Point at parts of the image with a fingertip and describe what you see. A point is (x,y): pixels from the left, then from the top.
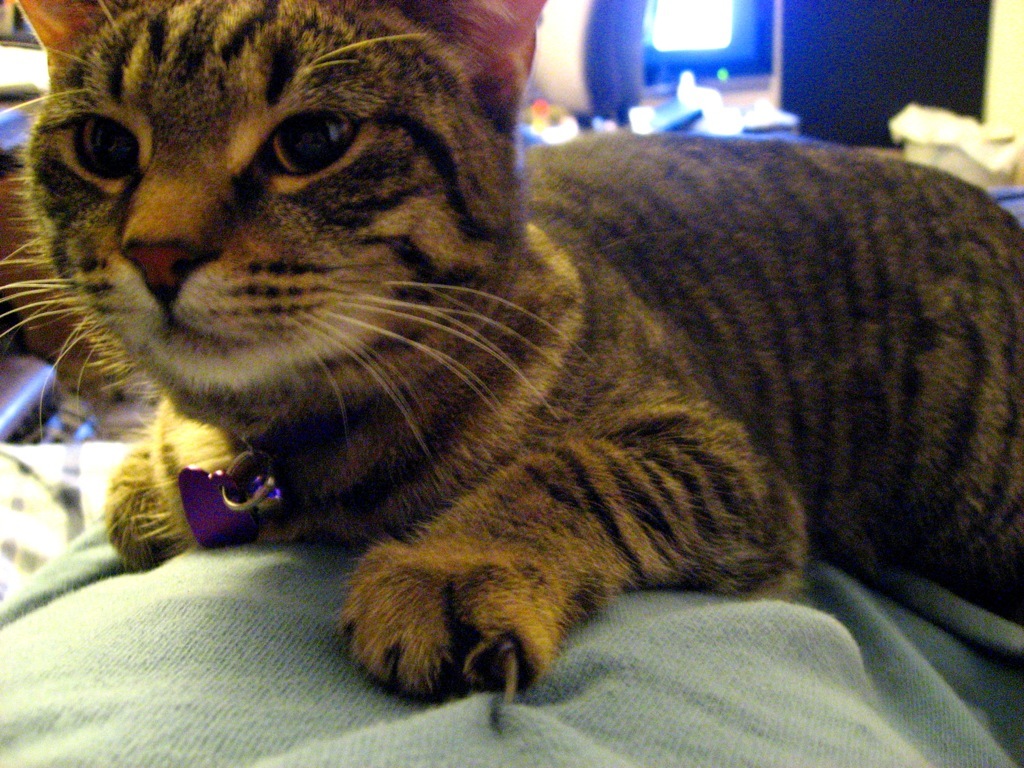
In the center of the image (431,509) we can see a cat (398,441) is lying on a cloth (590,671). In the background of the image (663,25) we can see the wall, screen (672,27), box (896,19) and some other objects (34,43).
